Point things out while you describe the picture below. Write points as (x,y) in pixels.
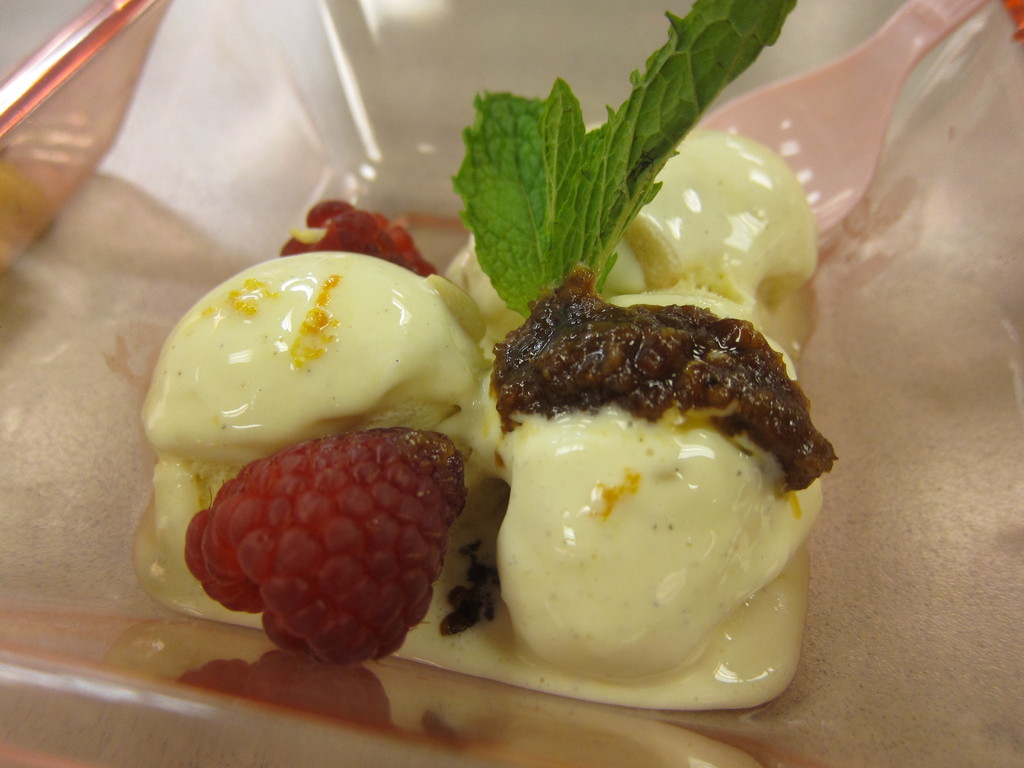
In this image I can see ice cream (719,255) in the glass bowl (951,378) and the ice cream (382,338) is in cream, red, brown color. I can also see a spoon (808,194) in the bowl (30,438).
